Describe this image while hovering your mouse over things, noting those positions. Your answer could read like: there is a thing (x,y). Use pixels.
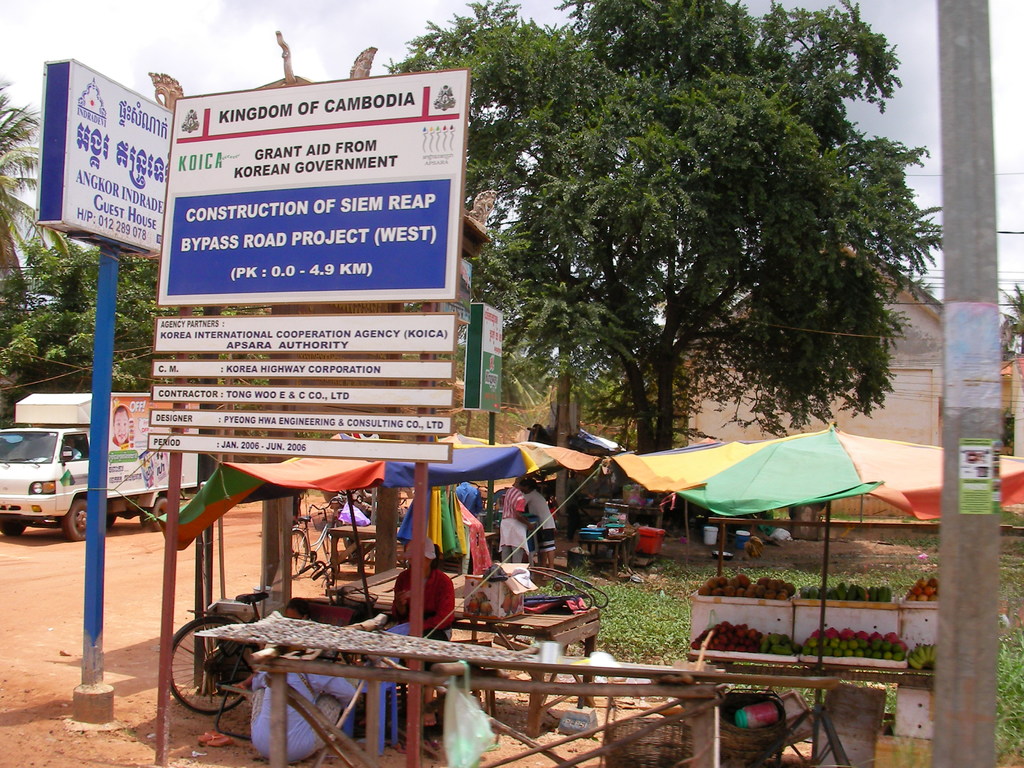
In this picture I can see the boards (235,239), advertisement board (228,450), poles (991,550), trees (630,304), tent (579,459), tables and grass (680,586). In the centre (524,500) there are two persons (544,519) who are standing near to the tent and table (737,662). On the table (751,630) I can see many fruits (867,630). On the left (53,442) there is a man (75,456) who is sitting inside the white truck (80,486). In the back (892,358) I can see the shed (925,295). At the top (334,16) I can see the sky (283,20) and clouds (276,28). On the right (948,443) I can see electric poles (978,368) and wires (1009,231) are connected to it. In the bottom left (292,735) there is a bicycle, beside that I can see some people (427,578) were sitting on the chair (383,689).
